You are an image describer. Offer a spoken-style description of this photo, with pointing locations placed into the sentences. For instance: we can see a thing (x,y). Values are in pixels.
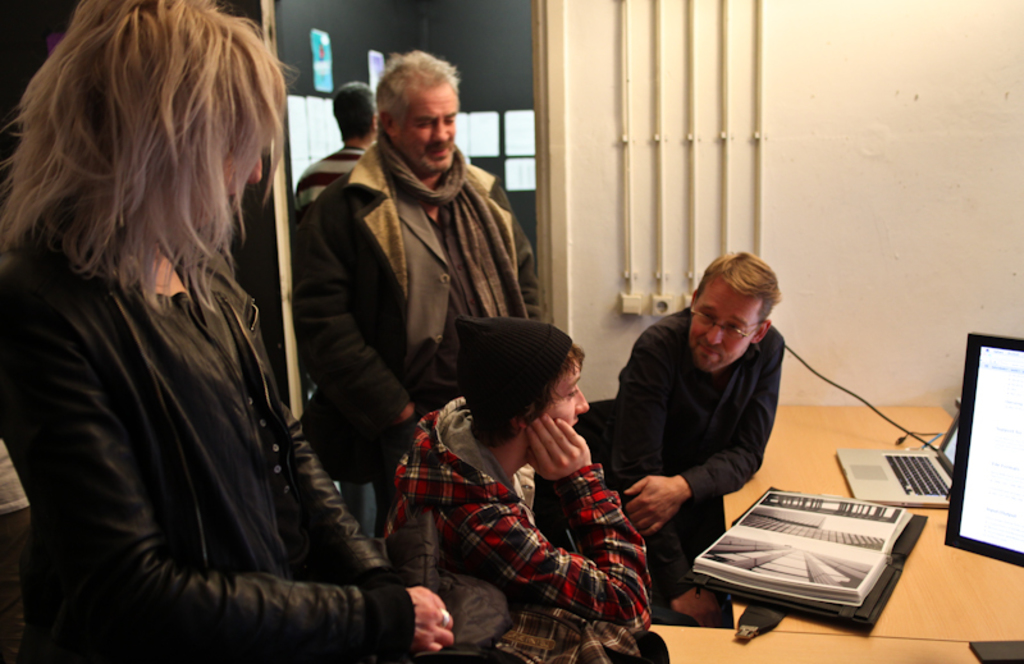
In this image I can see few persons (346,296) standing and few persons (552,414) sitting in front of the desk (956,594) and on the desk (968,607) I can see a monitor (1003,475), a laptop (945,457) and few other objects (865,400). In the background (867,246) I can see the wall (934,197), few pipes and few other objects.
